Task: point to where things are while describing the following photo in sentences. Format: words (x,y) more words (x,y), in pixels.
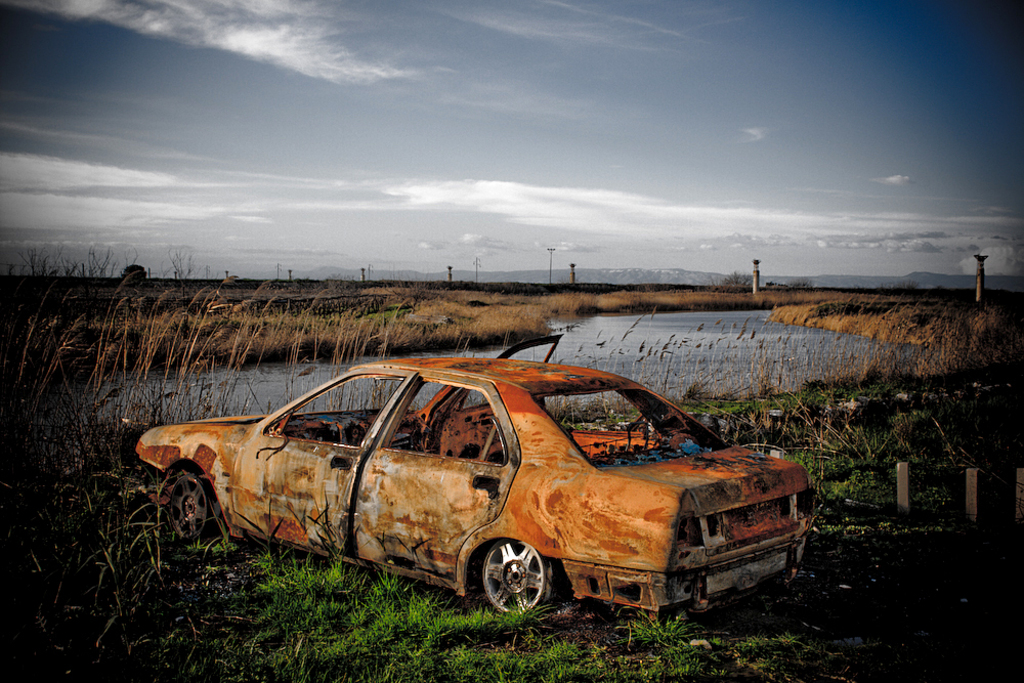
In this image I can see grass ground (1023,649) and on it I can see an old vehicle (582,445) in the front (488,503). In the background (785,368) I can see water (636,338), number of poles (977,282), clouds (484,183) and the sky (523,143).
